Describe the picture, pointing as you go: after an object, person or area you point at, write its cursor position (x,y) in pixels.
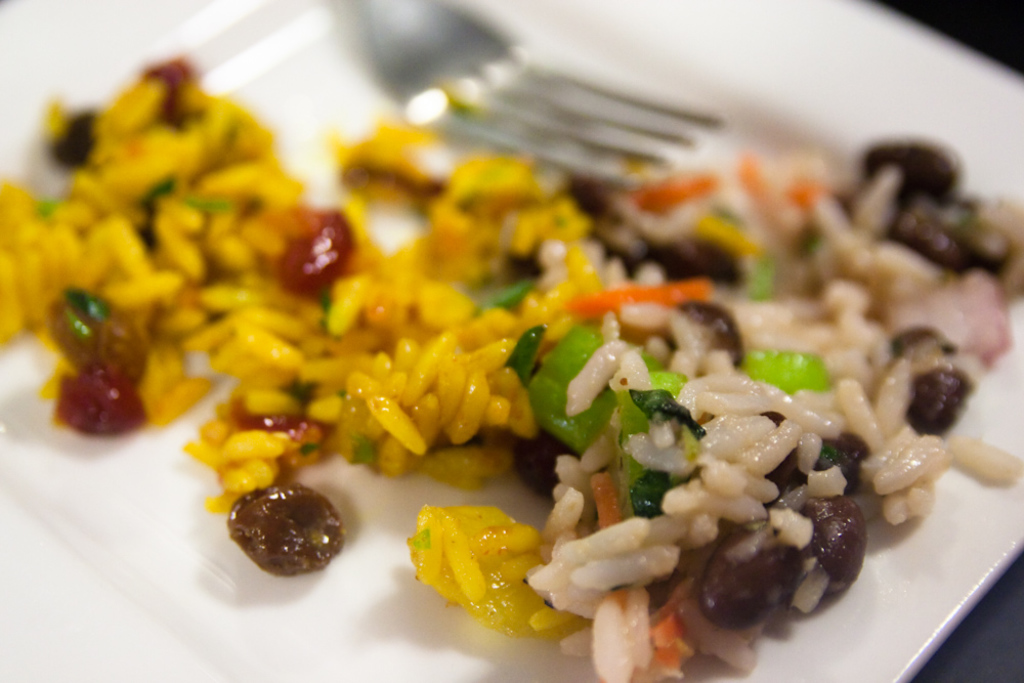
In the picture I can see food item (414,401) and a fork (481,74) on white color plate (136,48). The background of the image (801,133) is blurred.
